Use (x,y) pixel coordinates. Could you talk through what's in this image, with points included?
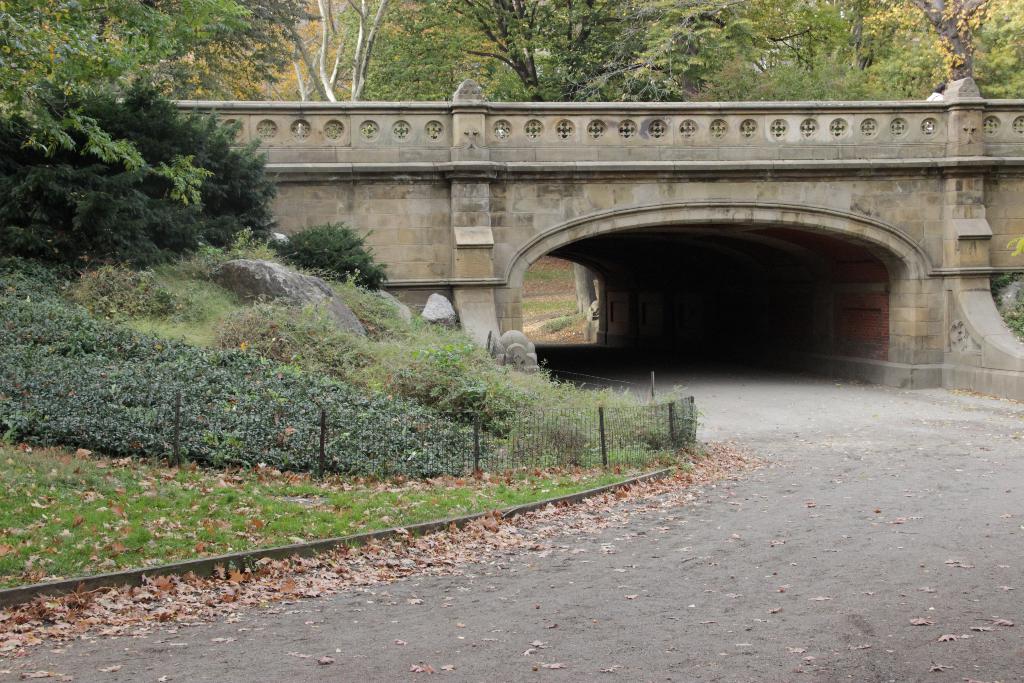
In this image I can see a bridge (478,197) which is having a subway (720,366). At the top of the image (255,31) I can see the trees (217,46). On the left hand side of the image (33,521) I can see some rocks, grass (383,490) and grills (359,436). At the bottom of the image (518,641) towards the right hand side (959,555), I can see the road (873,396).
